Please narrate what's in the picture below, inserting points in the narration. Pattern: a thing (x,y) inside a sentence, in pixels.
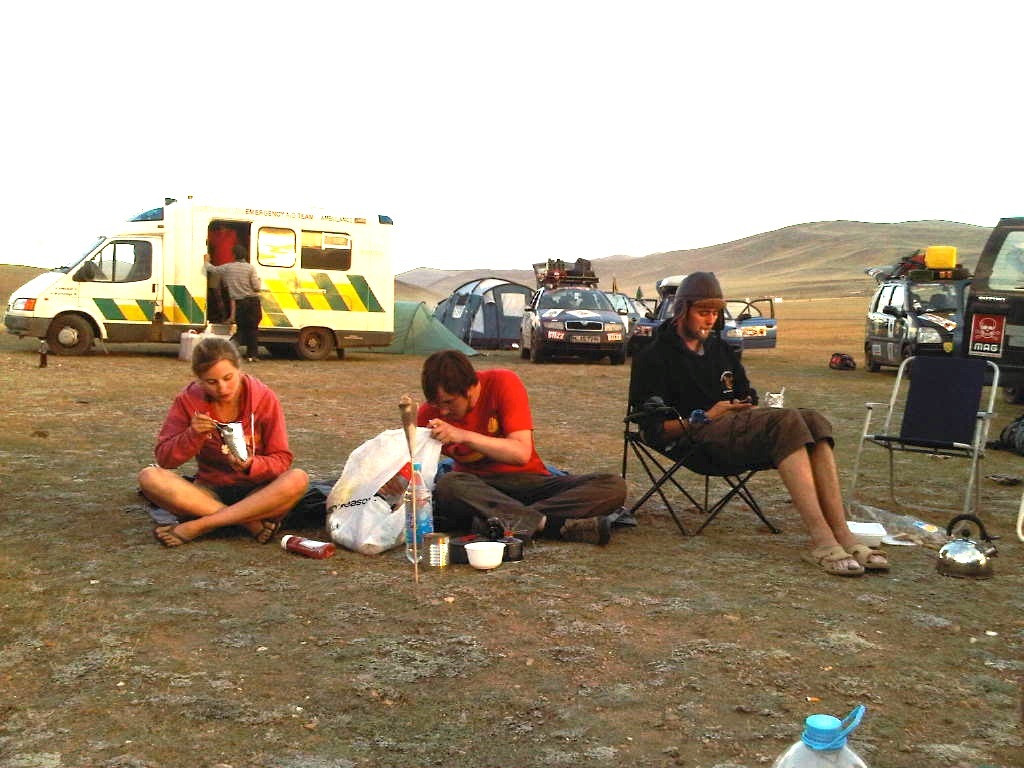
In this image we can see people (474,461) sitting. There is a cover (382,518) and bottles (423,518) placed on the ground (863,637). There are chairs (948,437). In the background (982,337) we can see vehicles (233,319). There are hills (732,257) and sky (523,123). We can see a bowl (488,562). On the left (252,298) there is a man (257,317).
